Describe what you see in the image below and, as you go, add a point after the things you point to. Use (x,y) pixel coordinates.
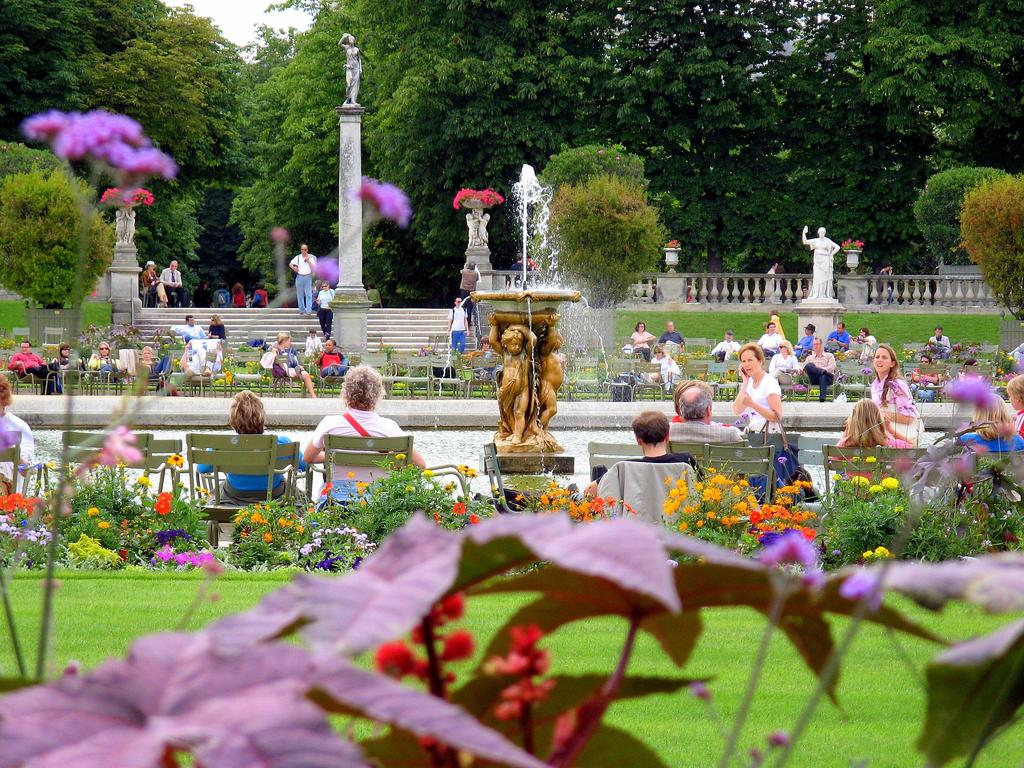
In this image we can see a group of people (894,421) sitting on the chairs (206,461). Here we can see the fountain (508,410). Here we can see the flowering trees (764,507) on the side of the fountain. Here we can see the leaves (396,623) and green grass (244,588). In the background (450,271), we can see the statues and trees (540,92).
